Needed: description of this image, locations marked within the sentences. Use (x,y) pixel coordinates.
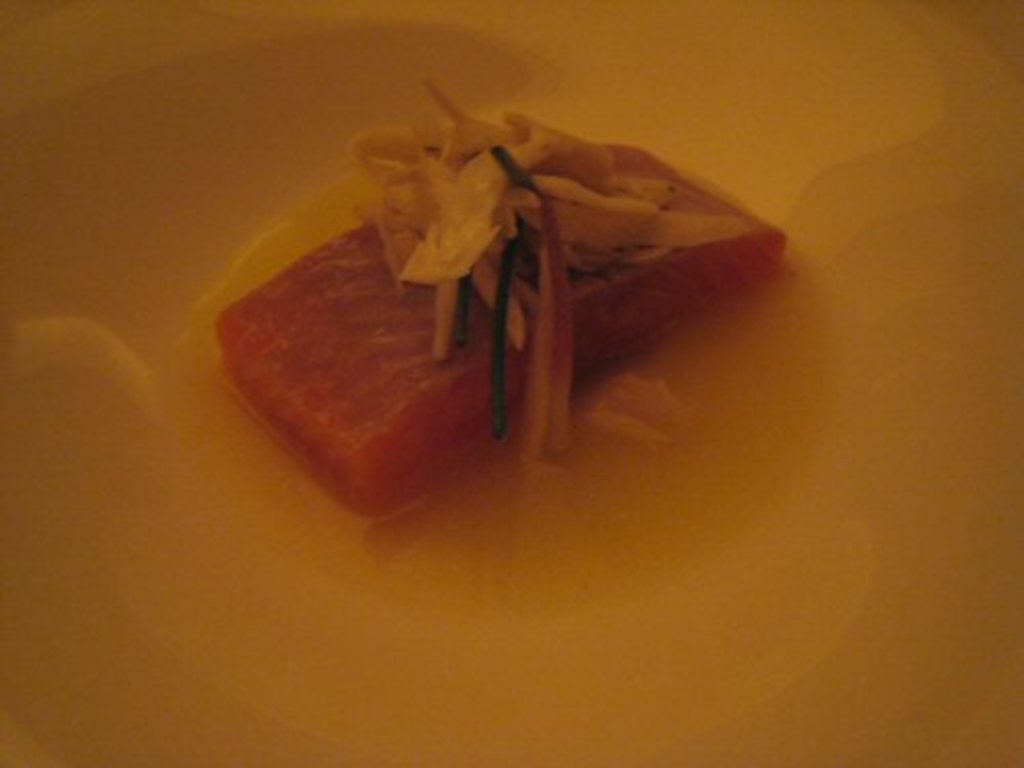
In this image there is a piece of a salmon fish (319,286) and there is soup (482,609).
